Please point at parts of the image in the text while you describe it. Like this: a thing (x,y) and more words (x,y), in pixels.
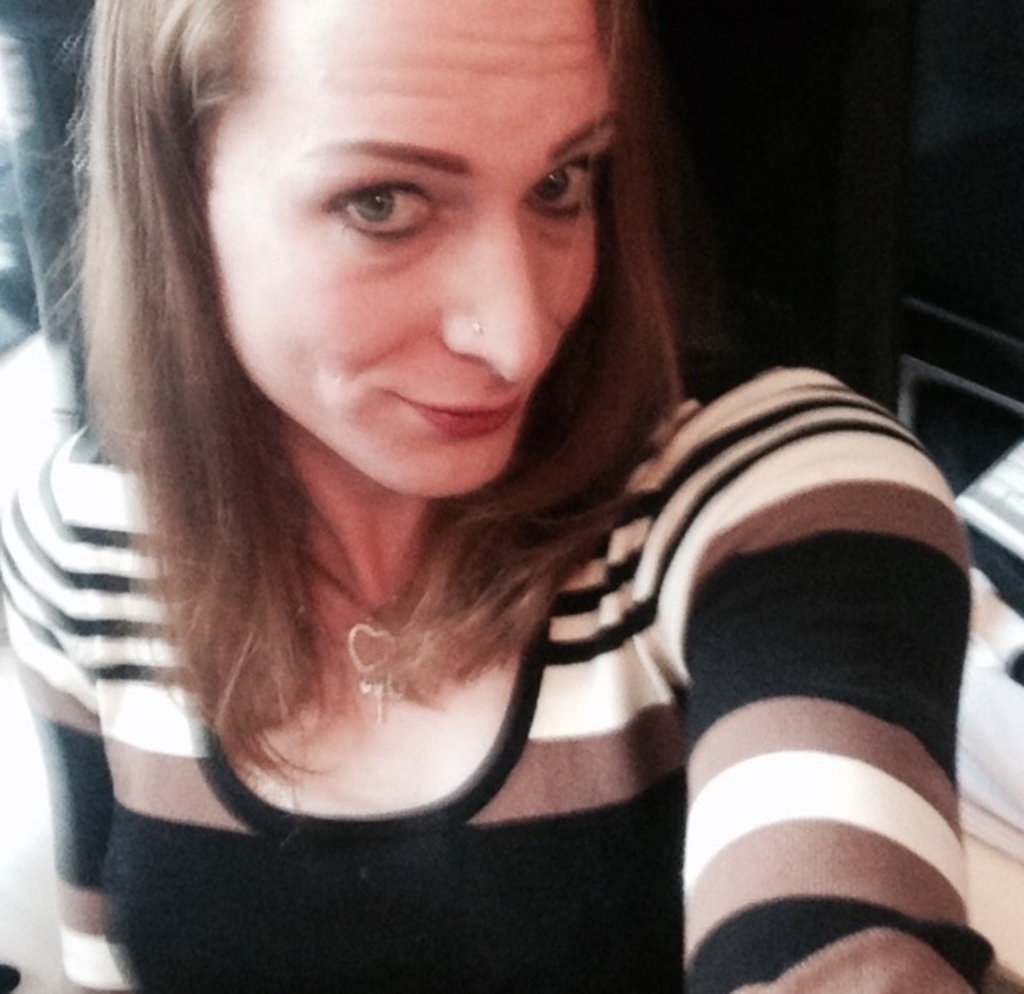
In this picture we can see a woman (590,629) taking a selfie, there is a blurry background (984,192).
